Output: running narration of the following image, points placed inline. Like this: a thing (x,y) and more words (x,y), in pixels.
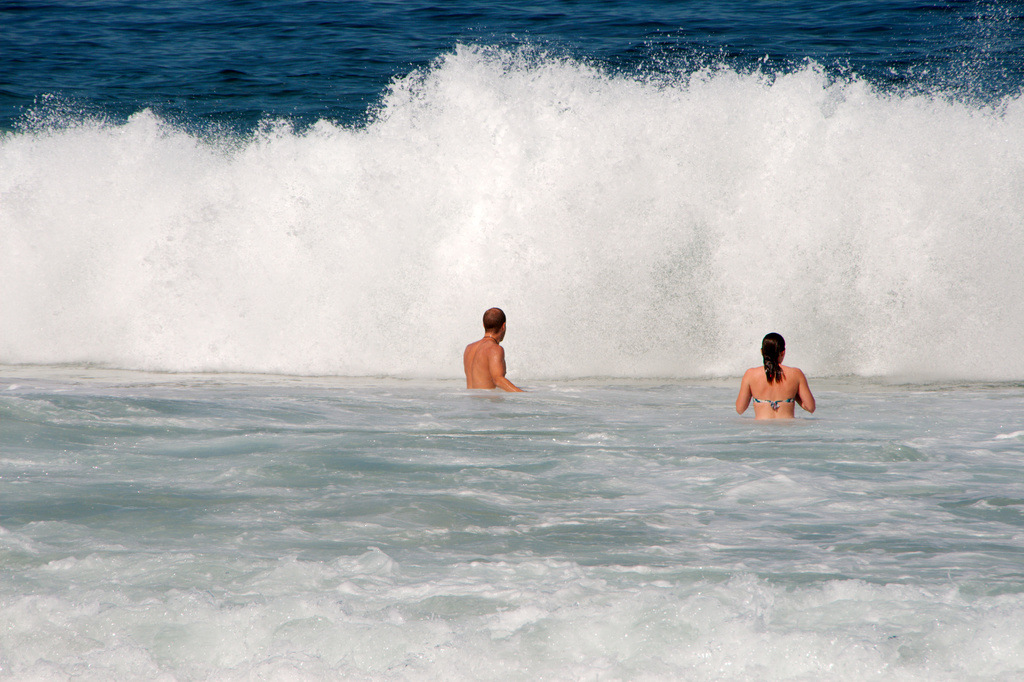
In this image we can see two persons (807,401) standing in water (865,446).
